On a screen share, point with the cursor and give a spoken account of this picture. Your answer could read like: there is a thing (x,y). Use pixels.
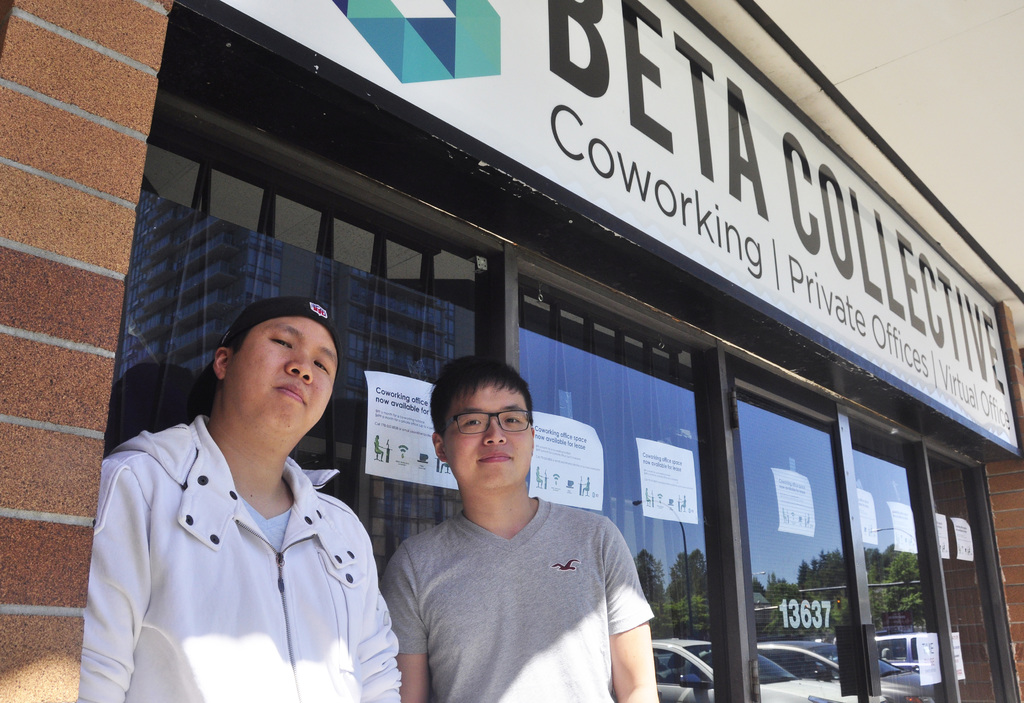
There are two people (350,543) standing, behind these people (489,556) we can see posters (657,481) on glass (622,441), through this glass (622,441) we can see trees (907,564), cars (766,680) and sky (700,525). Top of the image (657,185) we can see board (602,204).
